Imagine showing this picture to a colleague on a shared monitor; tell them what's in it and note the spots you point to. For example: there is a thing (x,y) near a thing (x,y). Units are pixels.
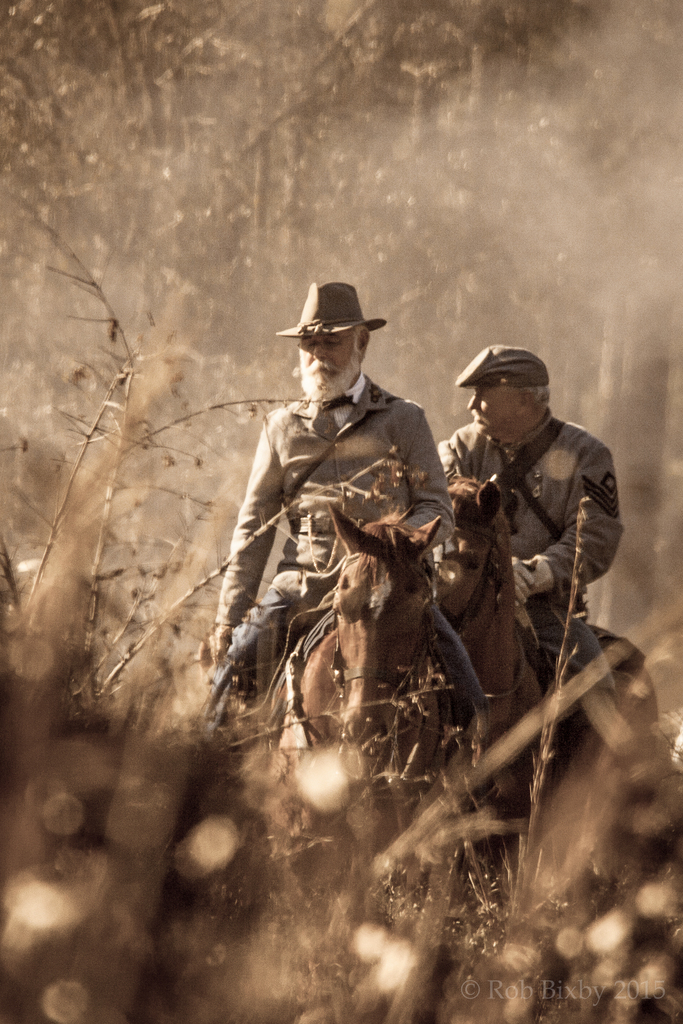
This persons (595,485) are sitting on horse (443,575) wore a jacket (577,469) and hat (359,306).
